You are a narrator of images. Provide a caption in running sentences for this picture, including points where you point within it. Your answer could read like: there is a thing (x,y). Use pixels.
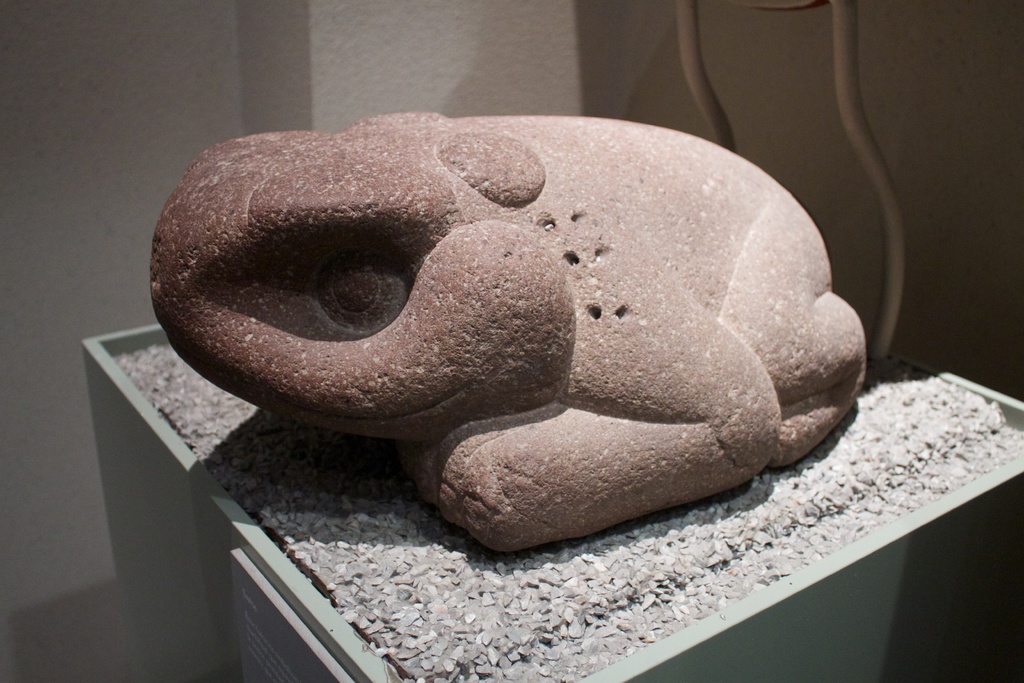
In this image we can see the Stone carving (489,471), one board (285,655) with text (264,629) and two objects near the wall (766,50).
